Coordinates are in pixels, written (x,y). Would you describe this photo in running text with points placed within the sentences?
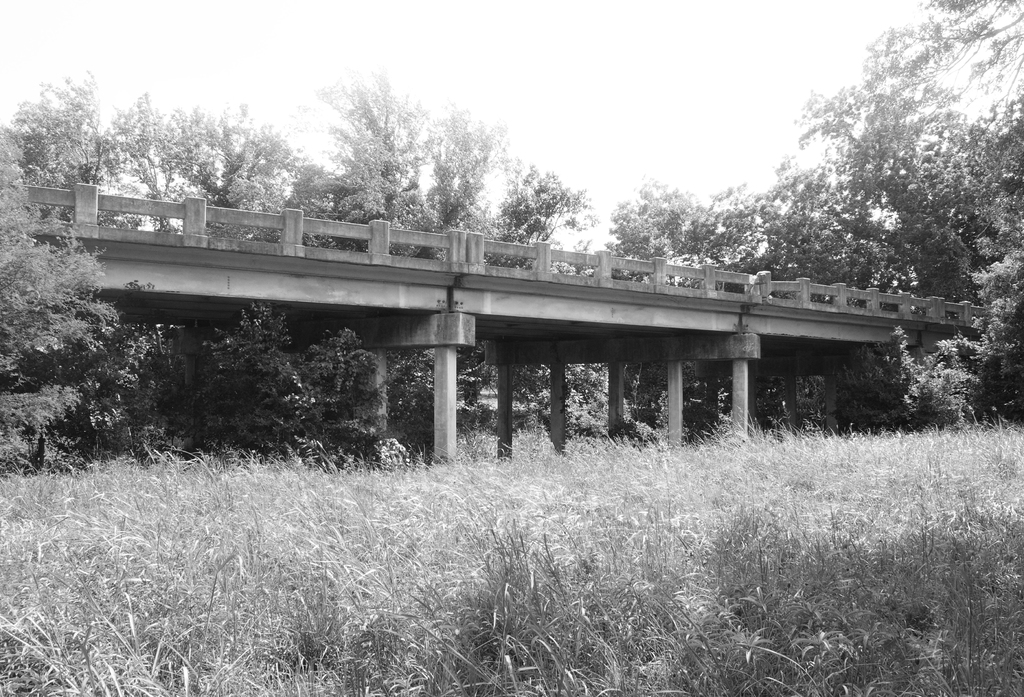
Here in this picture, in the middle (357,278) we can see a bridge (166,290) with pillars (500,377) below it present on the ground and we can see the ground (484,441) is fully covered with grass (636,666) and we can also see plants (778,588) and trees (951,391) present and we can see the sky (491,120) is clear.
